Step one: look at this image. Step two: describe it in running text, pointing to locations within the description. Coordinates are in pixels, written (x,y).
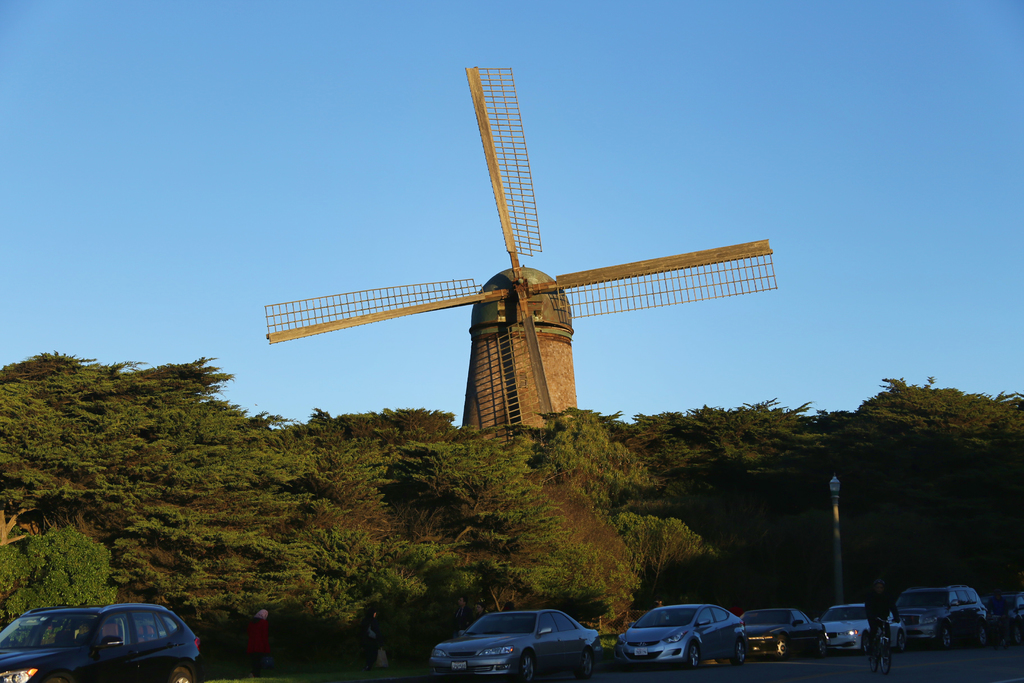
In the picture we can see some cars (498,661) on the road (922,674) and some pole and behind it, we can see a hill surface (823,552) with plants (826,567) and trees (823,539) and the top of the hill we can see a windmill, and behind it we can see a sky (244,146).
